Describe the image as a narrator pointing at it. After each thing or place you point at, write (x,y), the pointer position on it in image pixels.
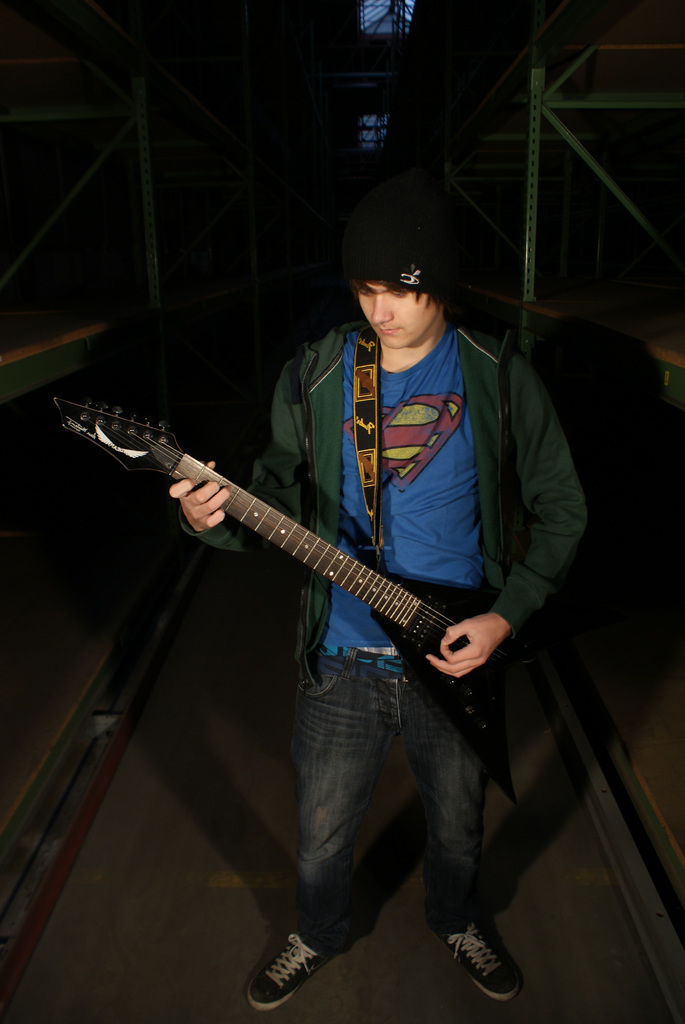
In the image we can see there is a person (420,250) who is standing and holding guitar (483,734) in his hand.
